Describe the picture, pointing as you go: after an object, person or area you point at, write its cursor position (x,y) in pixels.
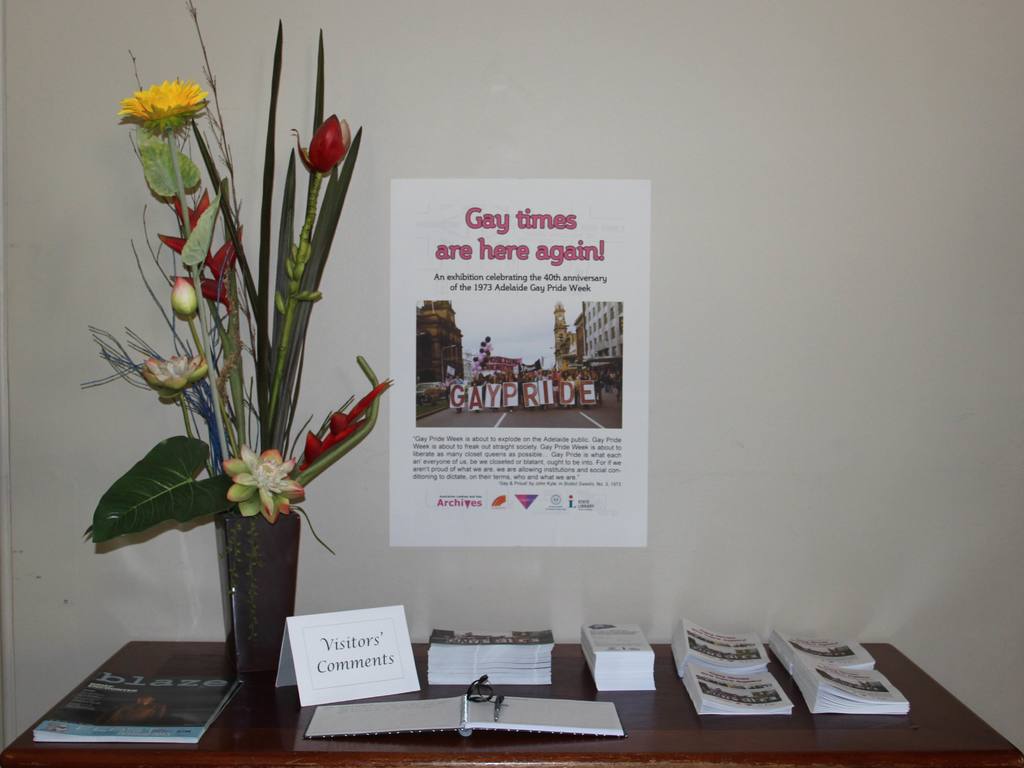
On the table (626,763) there are few books (709,658) and a card (302,648) with visitors comment (352,651) on it. And on the wall (578,108) there is a poster (426,373). And we can see a flower vase (246,554) on the table (206,660).
